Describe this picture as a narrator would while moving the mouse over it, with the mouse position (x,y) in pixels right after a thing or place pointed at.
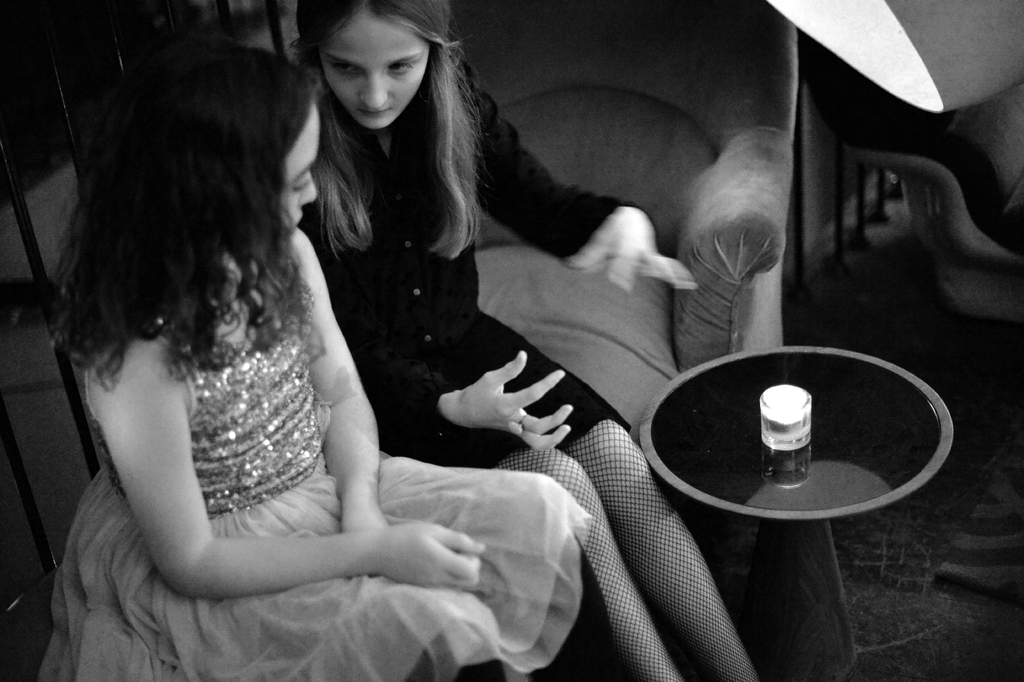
in the image we can see two girls (192,292) were sitting on the couch (555,104). In front (769,497) we can see table (807,496) coming to background (853,158) we can see chair (853,163) and light (926,106).
